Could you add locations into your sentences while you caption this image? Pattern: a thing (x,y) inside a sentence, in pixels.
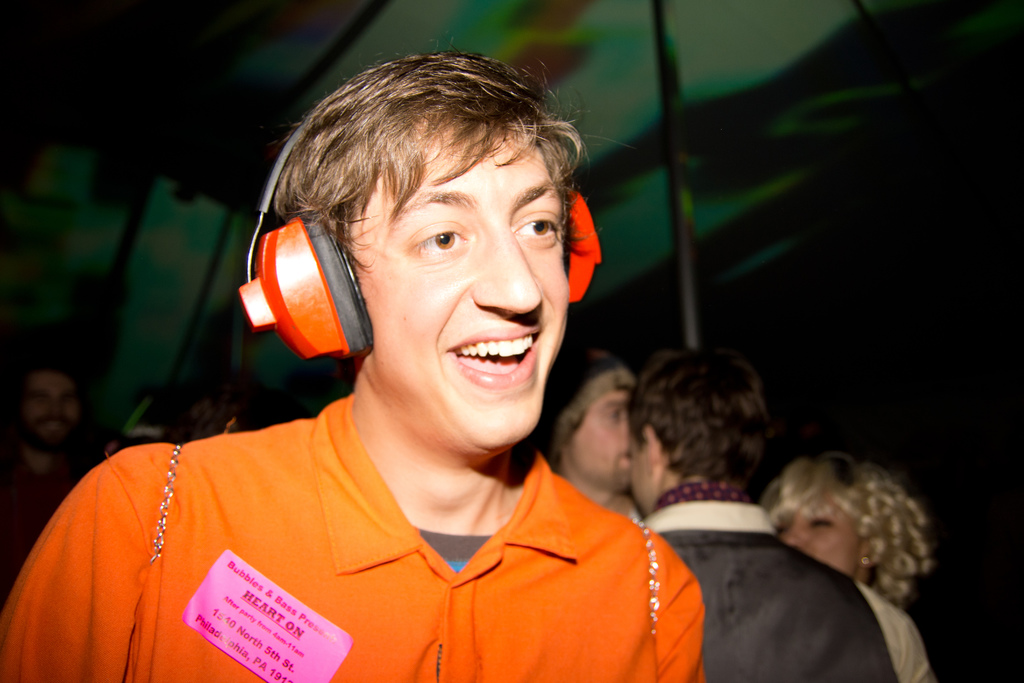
In this picture there is a man (434,345) who is wearing orange shirt (377,626) and headphone (311,236). In the back (791,496) I can see the group of persons (816,482) who are standing near to the pole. On the right (916,411) I can see the darkness (998,334). At the top (255,36) I can see the tent (625,31).
